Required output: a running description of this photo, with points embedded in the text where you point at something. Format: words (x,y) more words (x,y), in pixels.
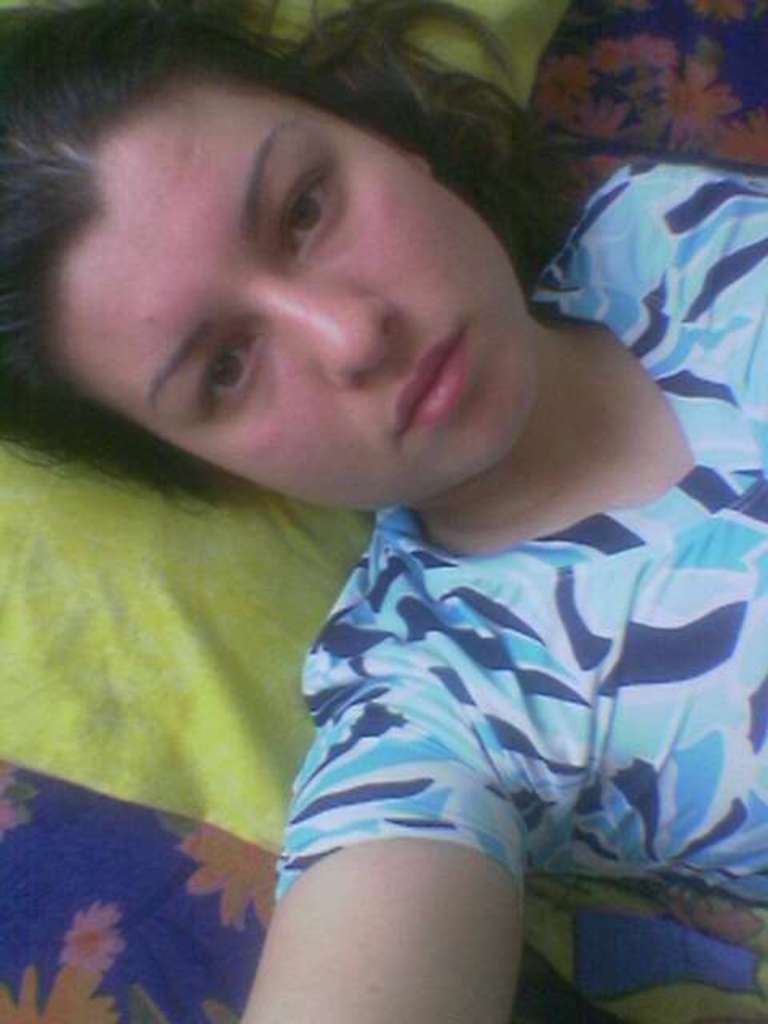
In the picture we can see a woman (107,233) lying on the bed (692,28) and the bed (725,938) is blue in color with some flower design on it and woman (530,546) is in the blue dress (562,619) with some dark blue designs (696,639) on it.
